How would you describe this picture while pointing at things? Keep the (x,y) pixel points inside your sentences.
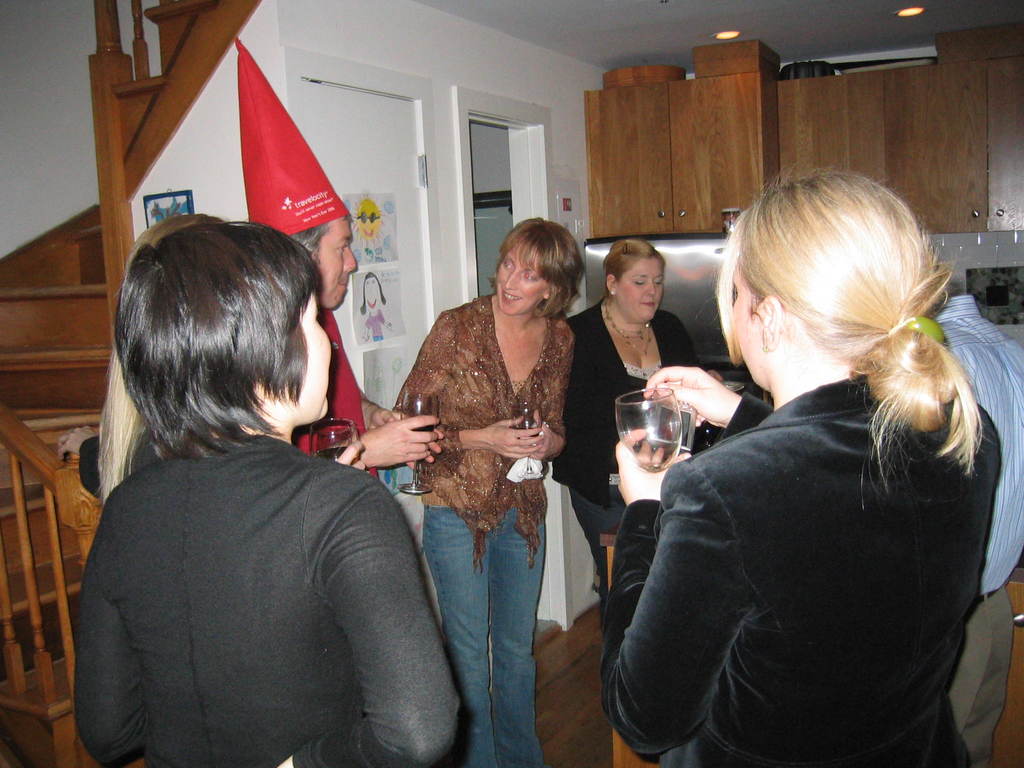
In this image I can see number of persons (750,538) are standing on the ground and I can see they are holding wine glasses (324,432) in their hands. In the background (457,43) I can see the wall (445,41), the door (379,187), few posters (379,262) attached to the door (400,261), the ceiling (573,16), few lights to the ceiling (566,2), few wooden cabinets (638,152), few stairs (80,260) and the railing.
